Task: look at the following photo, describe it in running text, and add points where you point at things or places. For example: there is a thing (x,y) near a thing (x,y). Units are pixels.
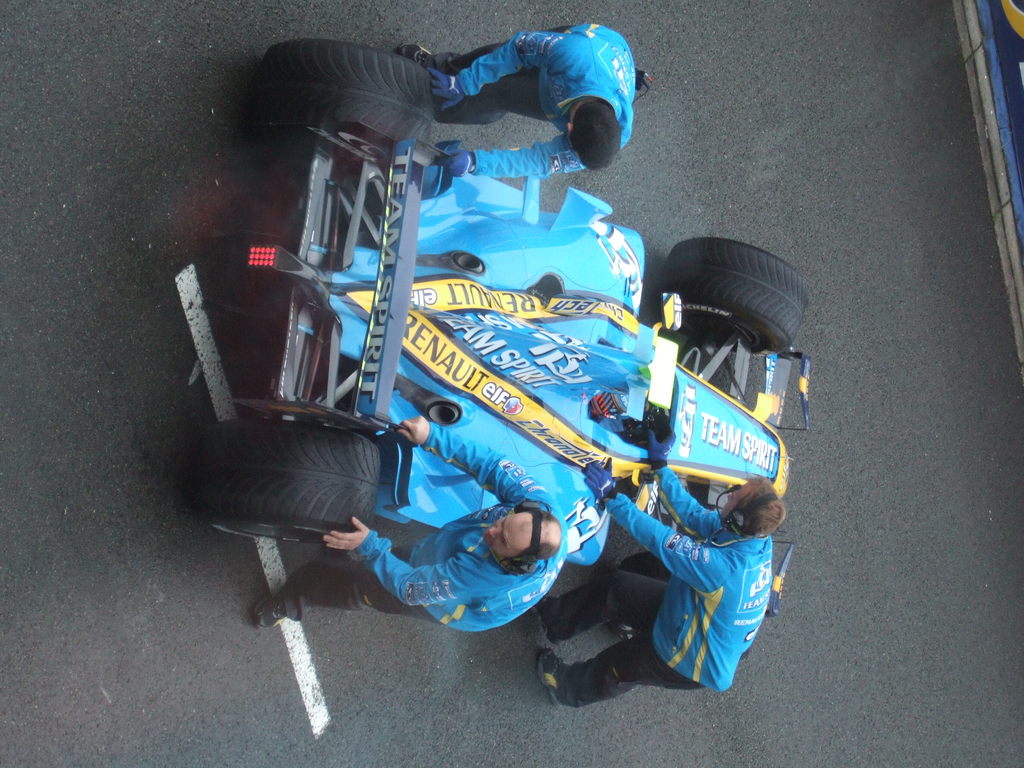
In this picture we can see a race car (554,352) and three persons (474,90) are moving that race car (342,459) to front and they are on the road (945,531) and this person's (685,586) wore blue color jacket (680,589).
